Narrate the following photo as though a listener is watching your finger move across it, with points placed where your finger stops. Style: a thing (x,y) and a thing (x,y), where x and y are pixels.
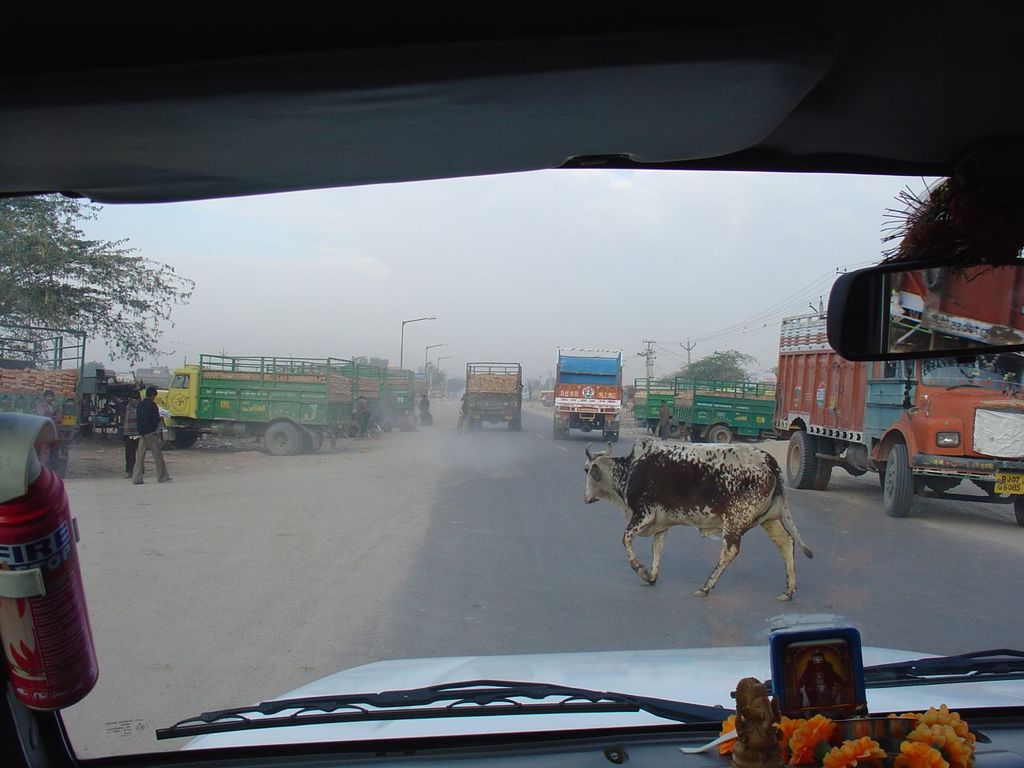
There is a road (524,575). On the road (677,551) there is a cow (663,524). Also there are many vehicles (577,352). On the sides there are lorries (402,400) parked. On the left side (87,293) there is a tree (60,266). In the back (406,341) there are electric poles (648,351) and sky (540,240).
